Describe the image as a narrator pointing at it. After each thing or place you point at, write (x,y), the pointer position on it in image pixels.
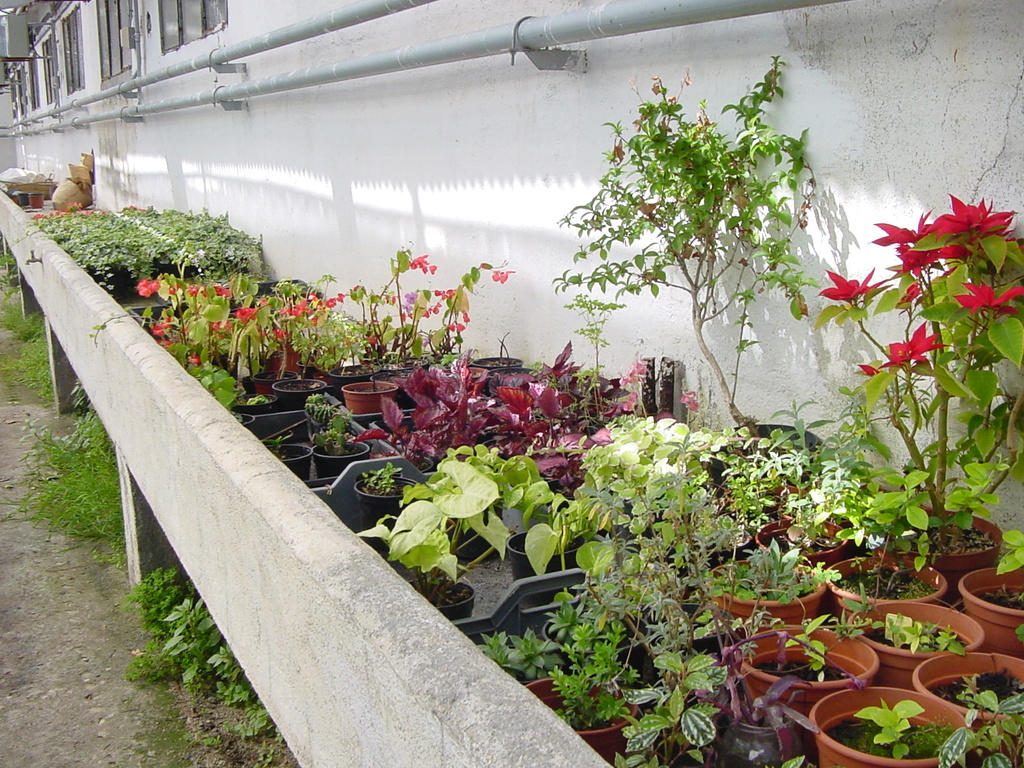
In this picture there are flower pots (750,746) in series in the image and there are pipes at the top side of the image (195,69) and there are windows (80,40) in the top left side of the image (75,61).
